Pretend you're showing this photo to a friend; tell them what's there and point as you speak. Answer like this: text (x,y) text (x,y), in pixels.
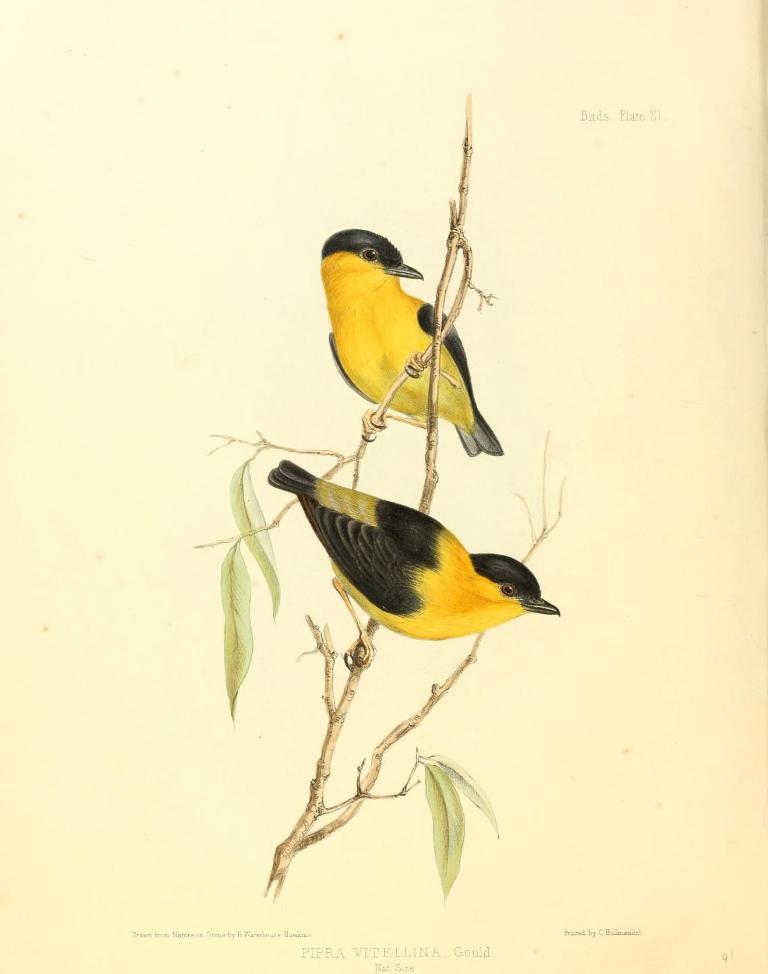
This is the page (420,815) of a book (520,663) where we can see two birds (383,531) are sitting on the stem (328,757) of a plant (357,778).
